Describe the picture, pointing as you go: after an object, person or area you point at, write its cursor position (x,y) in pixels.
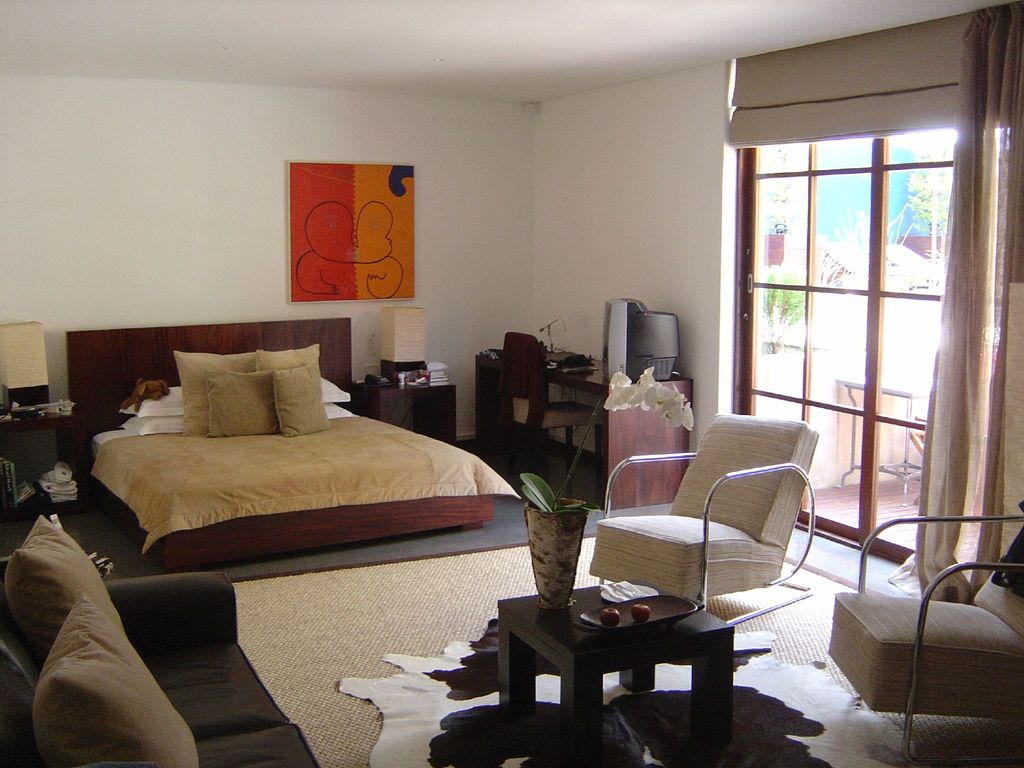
This picture taken inside the room (897,588), in the middle there is a bed (390,495) on that there is a brown color blanket (274,476) and there are some chairs (619,541) in white color and there is a table (614,642) in black color, In the right side (835,310) there is a glass window (854,325) in brown color, There is a white color wall (162,168) and a white color roof (422,57).
